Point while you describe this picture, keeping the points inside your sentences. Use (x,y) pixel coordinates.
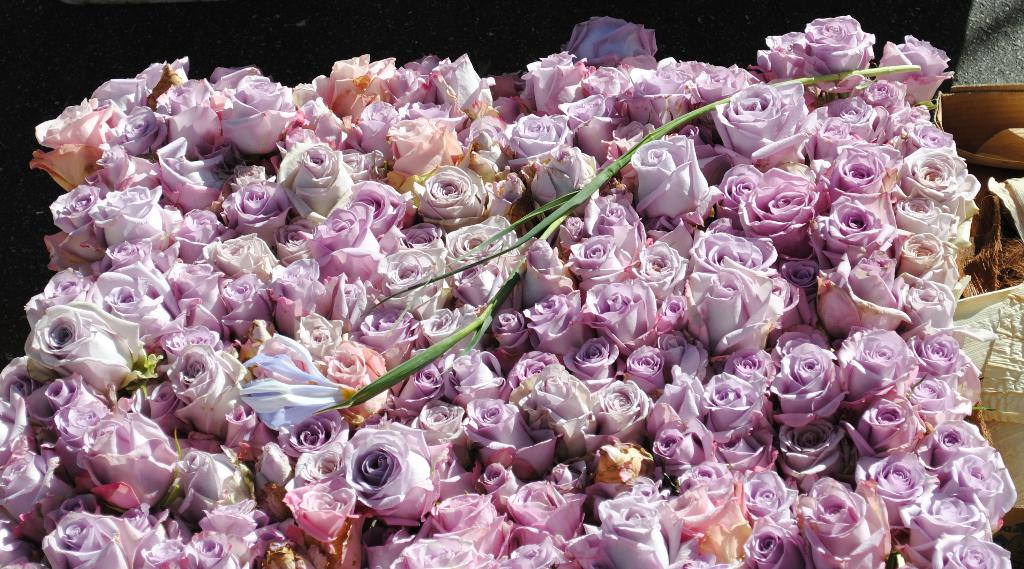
Here there are pink color flowers (392,425).
